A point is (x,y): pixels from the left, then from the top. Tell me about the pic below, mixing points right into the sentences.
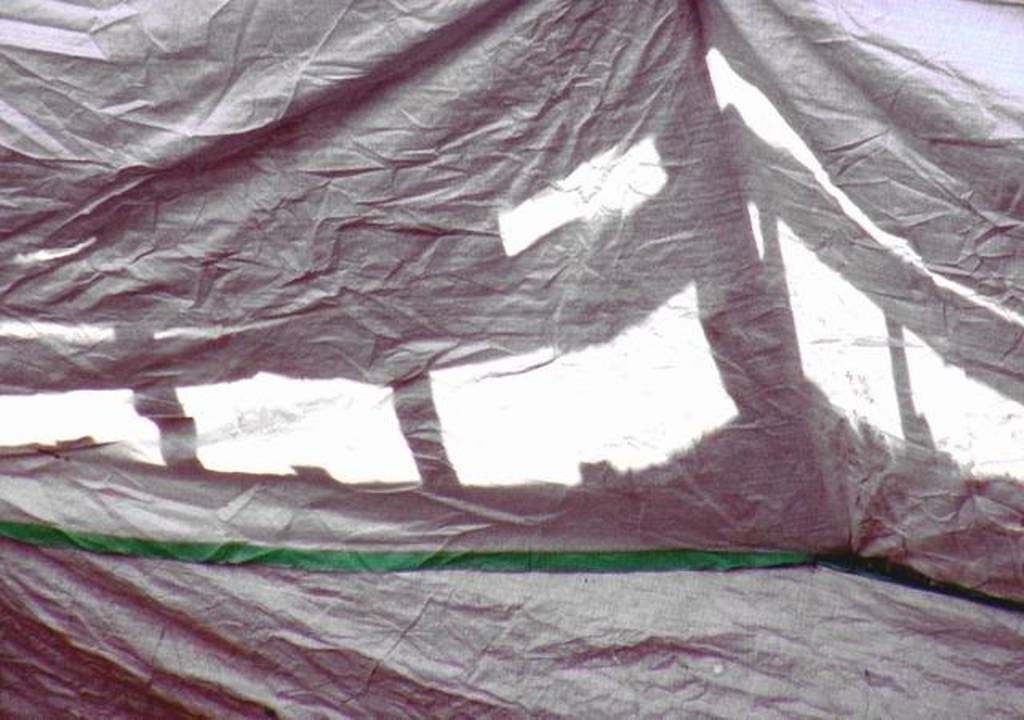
This image contains a cover (614,521) which is in grey color.
